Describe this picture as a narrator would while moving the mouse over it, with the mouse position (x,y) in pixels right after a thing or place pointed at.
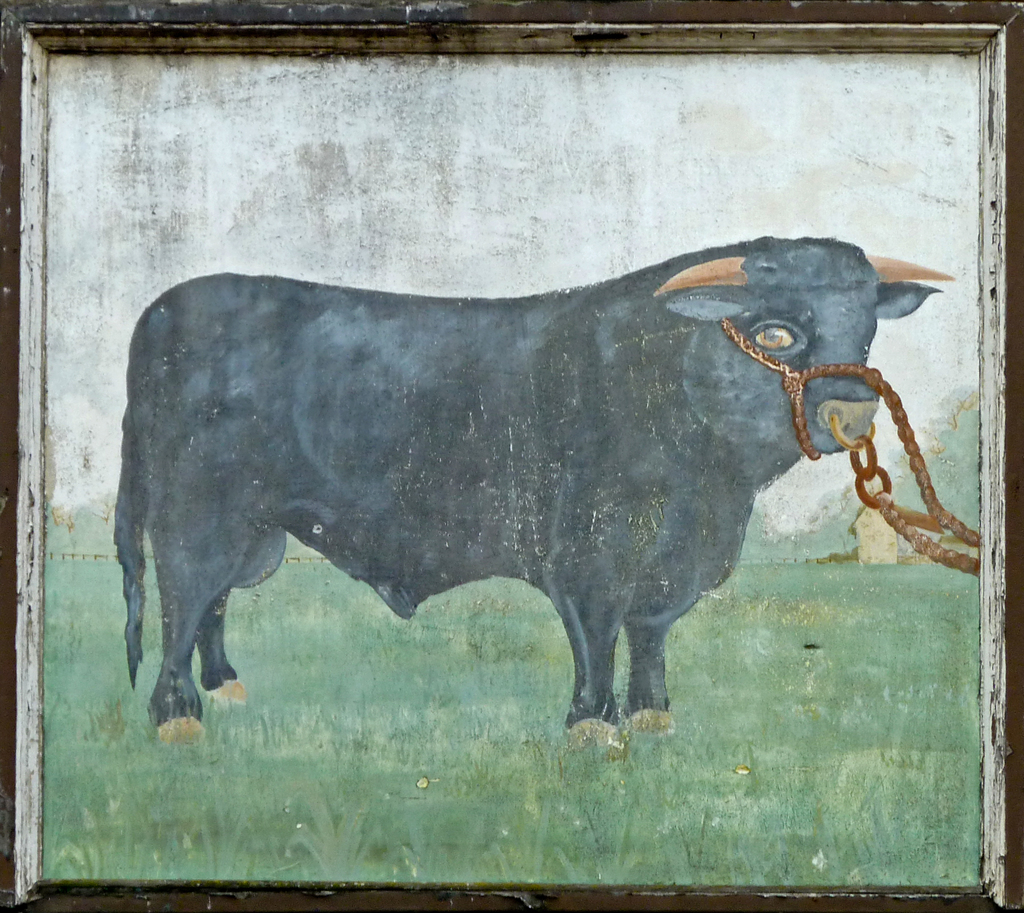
The picture consists of a painting (334,382), in the painting (190,399) there is buffalo (379,459). At the bottom (424,813) it is grass (740,610). At the edges of the picture it is wooden frame (756,8).
